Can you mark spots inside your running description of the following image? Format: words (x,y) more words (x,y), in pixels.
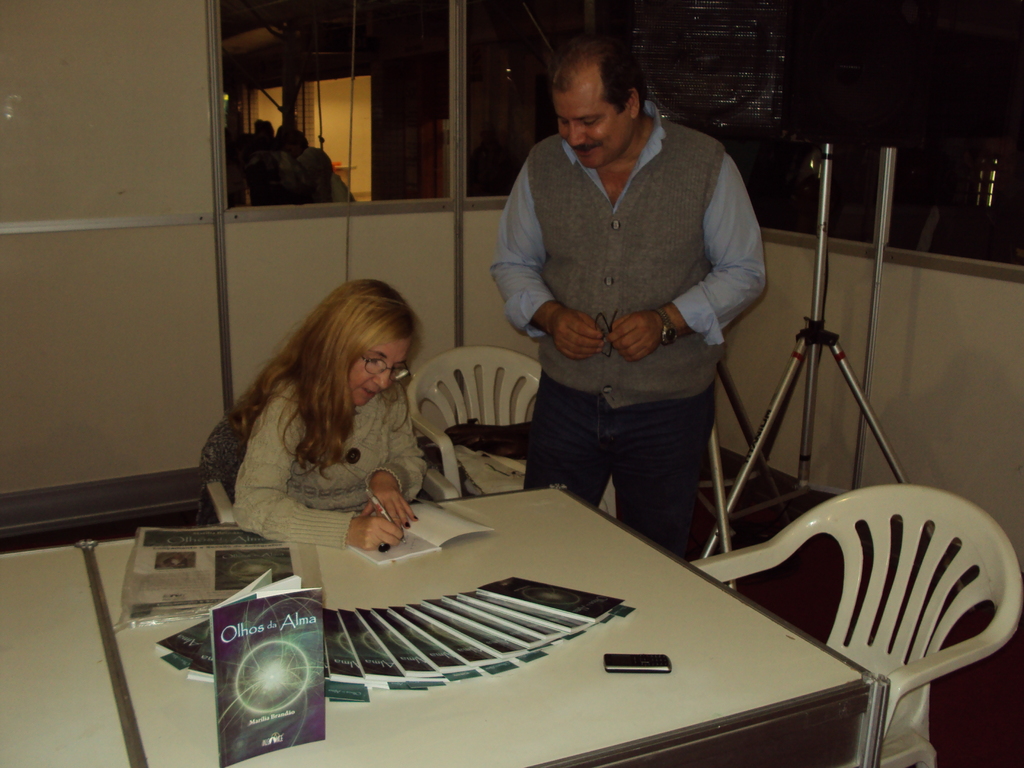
It is a closed picture where one person (626,314) is standing and another woman (394,462) is sitting on the chair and writing something in the book (414,527) on the table (416,745) and on the table (128,660) there are number of books (295,725) and one mobile (646,670), beside the table (724,658) there is a chair (891,632) behind the chair (866,636) there is one stand (887,453) behind the woman (304,374) there is a wall (227,221) and glass (377,151) and other side of the glass (369,109) there are some people (332,175).
